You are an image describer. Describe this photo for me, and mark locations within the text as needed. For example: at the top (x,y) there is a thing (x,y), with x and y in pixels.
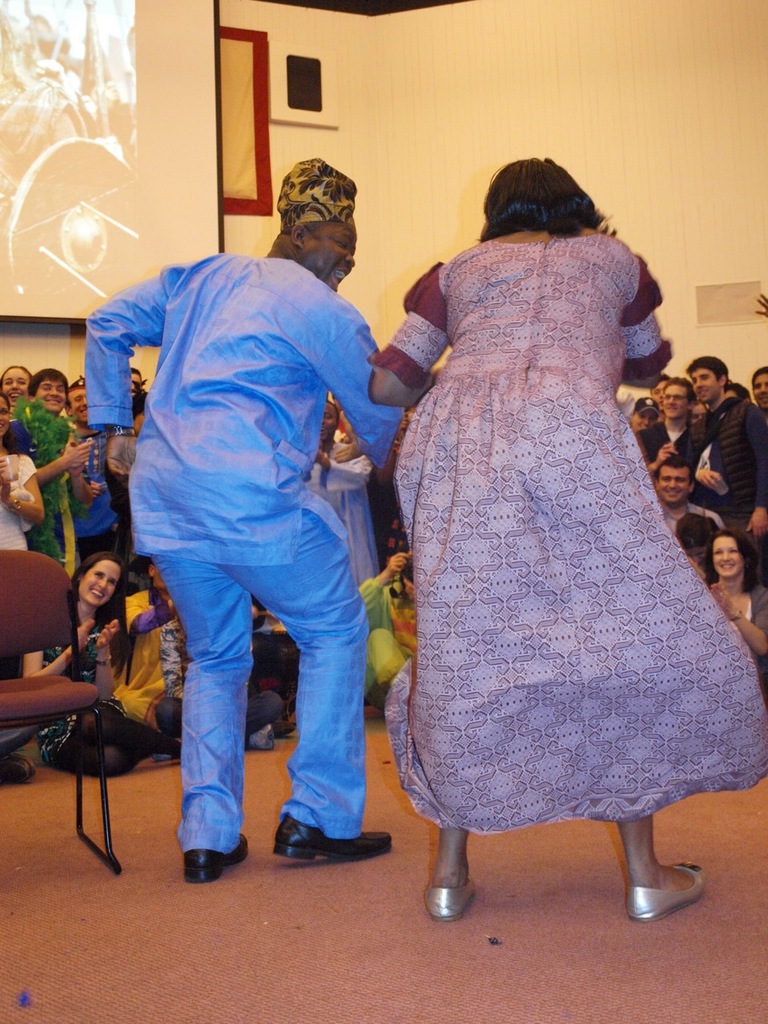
In this image I can see two people (461,409) with different color dresses (224,492). In-front of these people (194,527) I can see the group of people (324,497) with colorful dresses (360,555). In the background (196,181) I can see the screen (72,150) and the wall (391,161). To the left (40,600) I can see the chair (37,711).
